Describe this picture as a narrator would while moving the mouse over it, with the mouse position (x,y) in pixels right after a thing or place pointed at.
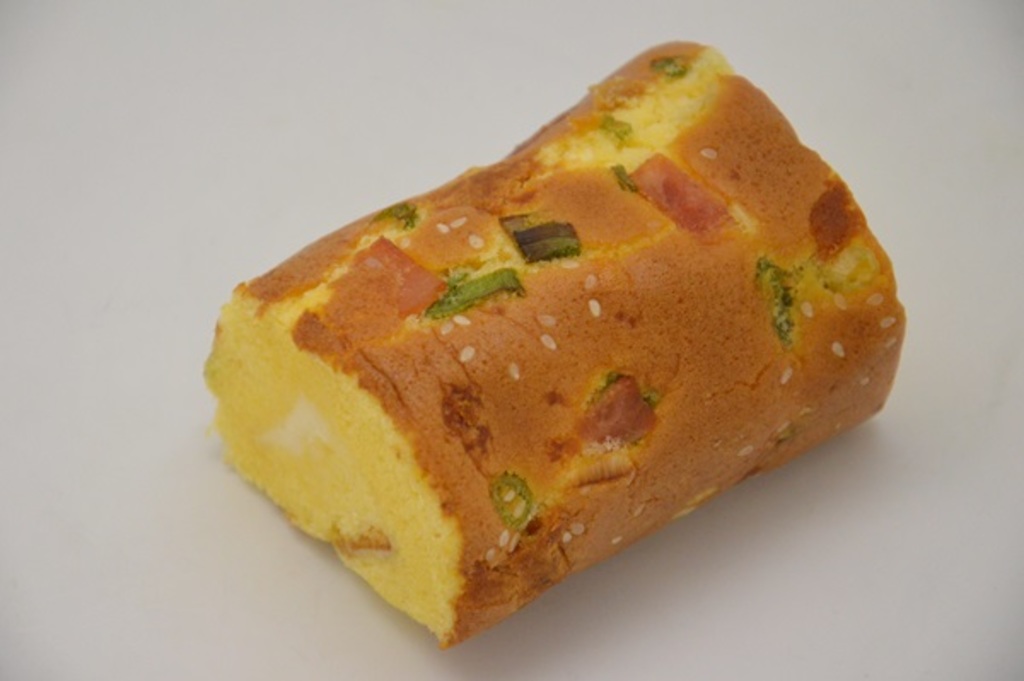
In this image, at the middle (582,435) there is a brown and yellow color food item (727,463) and there is a white color background (758,503).
